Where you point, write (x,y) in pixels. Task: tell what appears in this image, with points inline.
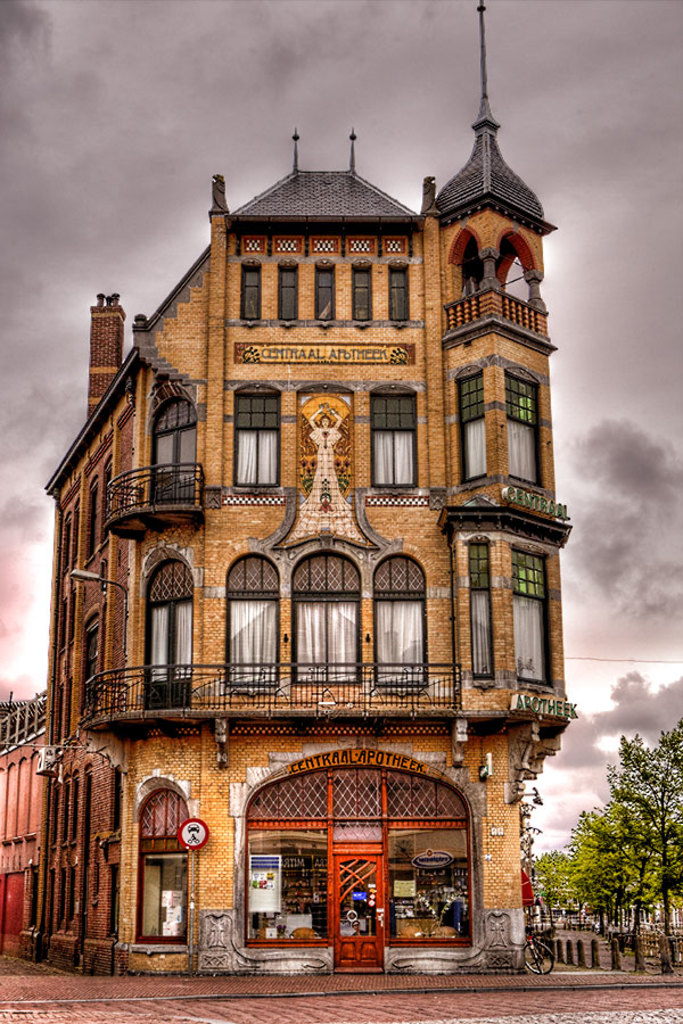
In this image there are buildings (178,730), in front of the buildings (200,881) there are sign boards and metal rods (618,959), beside the buildings (497,903) there are trees (588,834), at the top of the image (374,184) there are clouds (130,300) in the sky (130,300).
